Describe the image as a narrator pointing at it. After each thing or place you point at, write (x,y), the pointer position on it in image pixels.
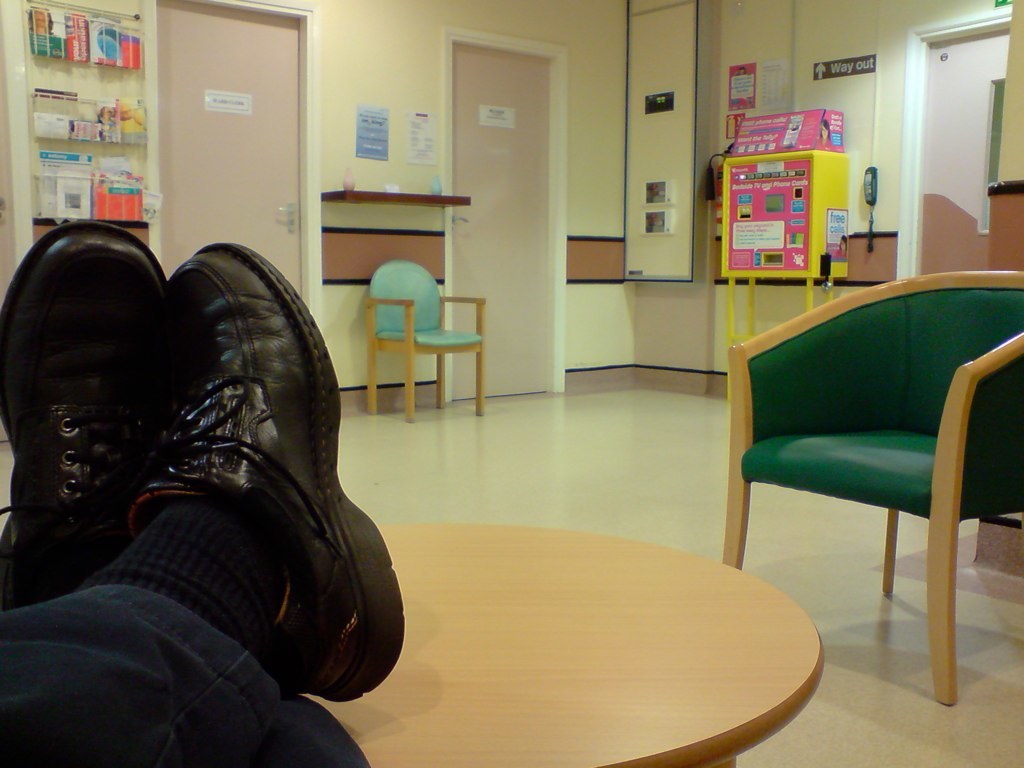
On the left side (153,465) we can see legs (144,570) of a person (130,327) with shoes (168,388) on a table (436,681). On the right side (865,374) there is a chair (820,362). In the back (477,143) there are walls (403,26) with doors (480,191). On the wall (392,96) there are some posters (782,86). On the left side (92,100) there is something on the wall (120,96). On the right side (769,157) there is a yellow color box (739,204), also there is a telephone (865,188) on the wall (856,167). Near to the wall (331,311) there is a chair (405,326).
